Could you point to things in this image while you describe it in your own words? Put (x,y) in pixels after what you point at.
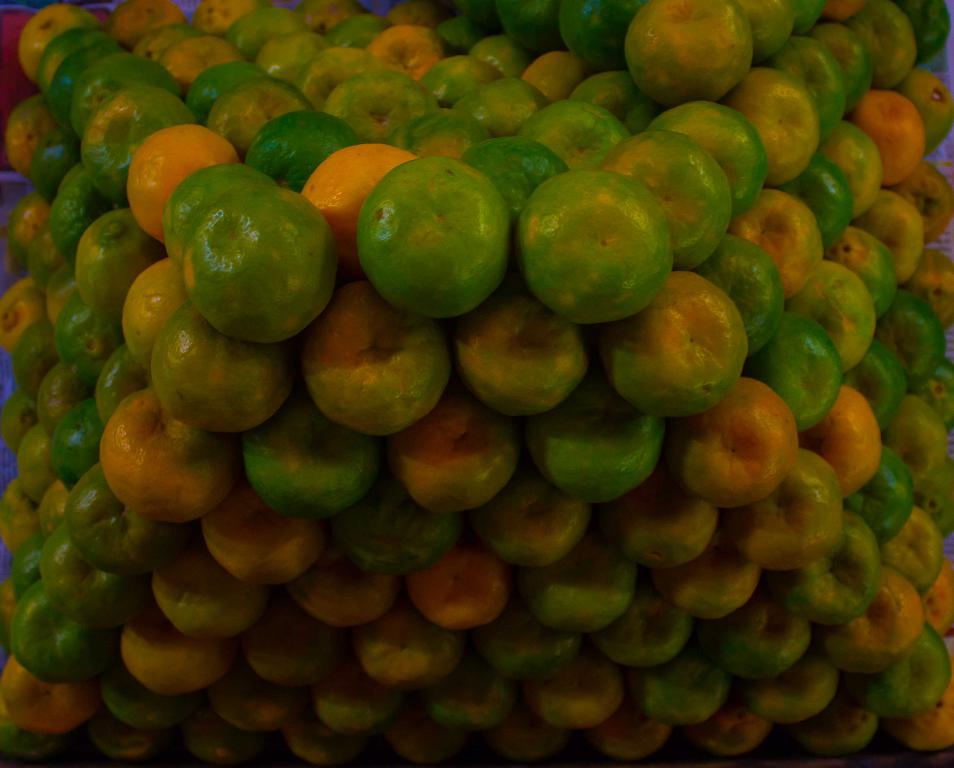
In this picture we can see fruits (475,175) arranged in a sequence manner. These are called as oranges (446,417).
